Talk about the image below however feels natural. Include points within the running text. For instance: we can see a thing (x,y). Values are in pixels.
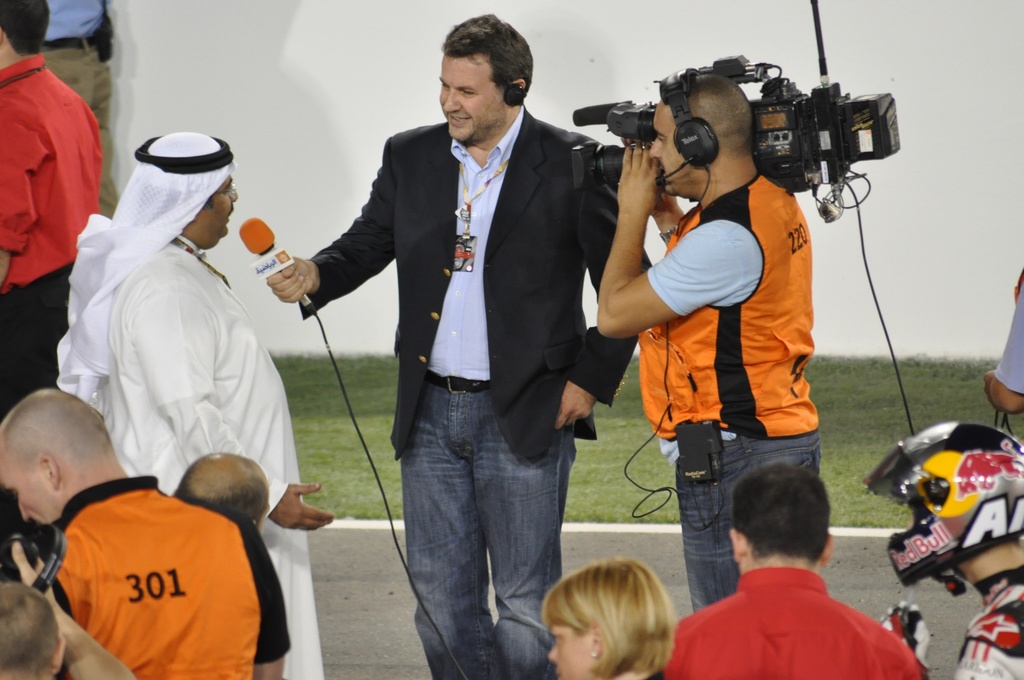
In this image we can see group of persons (781,460) standing on the ground (310,554). One person (473,222) is wearing a coat (520,190) and id card (469,237) is holding a microphone (273,274) in his hand (305,283). One person (723,226) is wearing headphone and holding a camera (838,119) in his hands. On the right side of the image (1006,622) we can see a person (1006,561) wearing a helmet (993,499). In the background (1019,422), we can see the grass (343,441) and the wall (318,103).
